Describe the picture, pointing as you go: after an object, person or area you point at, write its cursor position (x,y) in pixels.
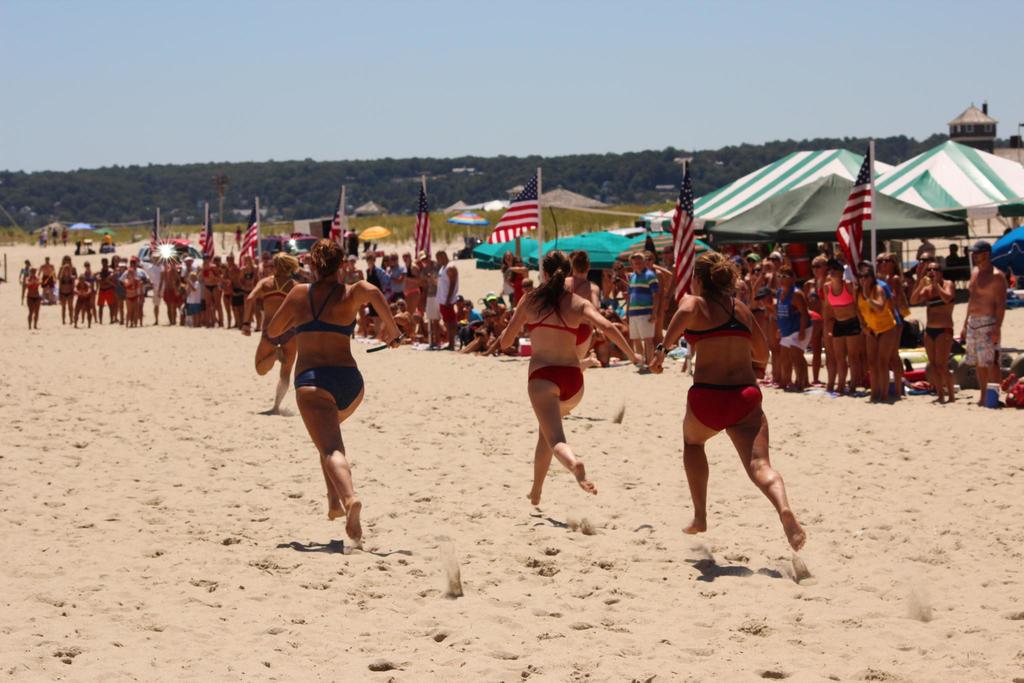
This image is taken outdoors. At the top of the image (185,87) there is the sky (761,59). At the bottom of the image (300,623) there is a ground (242,638). In the background (65,181) there are many trees (545,172) and plants (61,183). There is an umbrella (72,227) and there are a few people (54,236). There are a few flags (337,208) and there are a few tents (911,172). Many people (442,287) are sitting on the chairs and on the ground (17,316) and many are standing on the ground (95,253). There are many objects (1008,374) on the ground (666,376). In the middle of the image (561,334) four women (708,317) are running on the ground (217,522).
